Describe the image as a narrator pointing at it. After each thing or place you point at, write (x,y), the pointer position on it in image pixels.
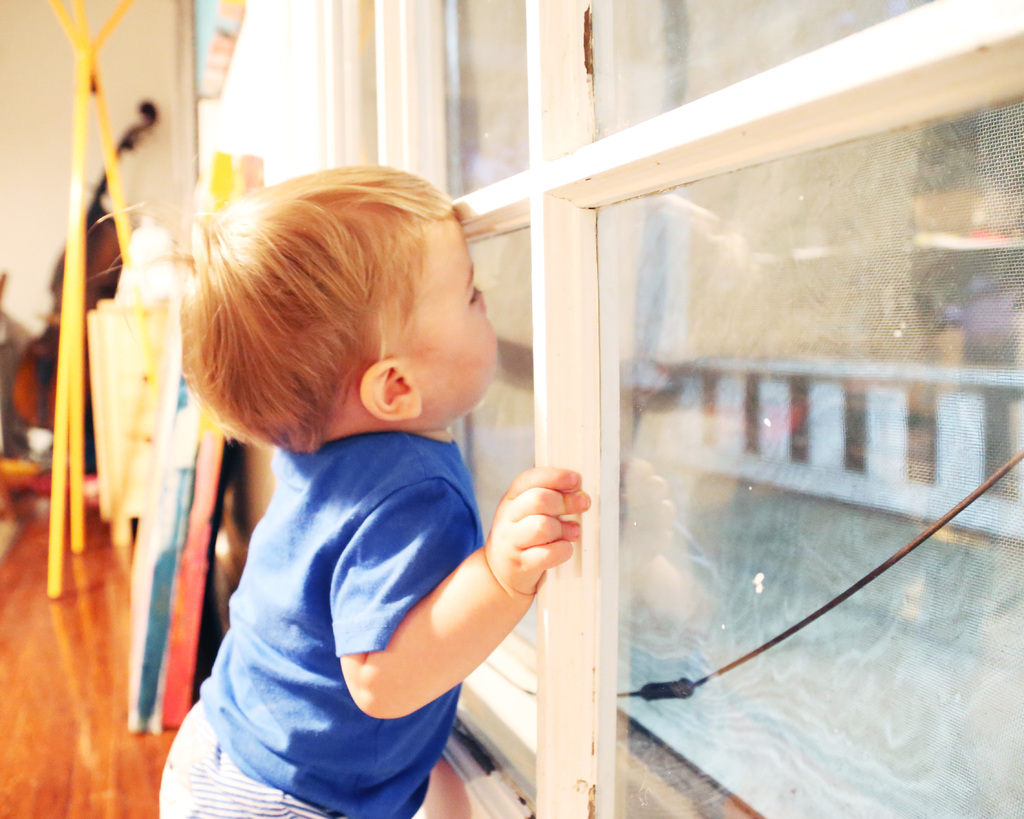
In this picture there is a boy (337,599) who is wearing blue t-shirt (326,624). He is standing near to the glass (526,399). In the background (166,328) we can see the stand (138,311) and other objects (41,411).
